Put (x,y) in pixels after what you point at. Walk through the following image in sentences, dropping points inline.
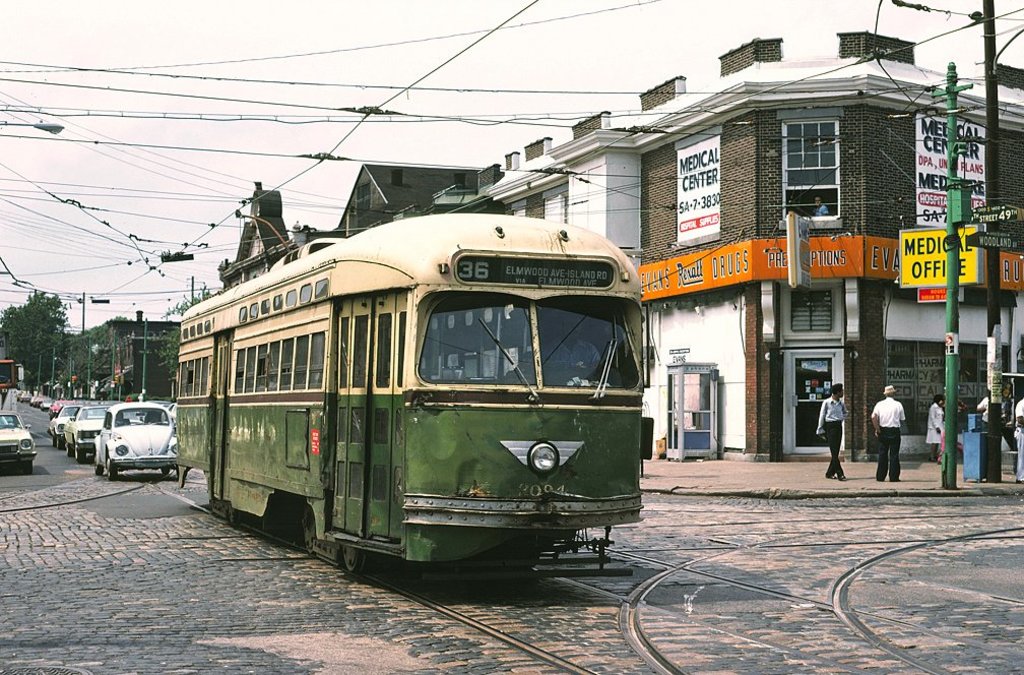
In this image I can see few vehicles (325,339), buildings (627,209), windows (784,173), current poles (999,465), wires (237,120), trees (47,315), stores (865,338), few colorful boards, few objects (979,464) and few people (1019,466) are walking. The sky (4,259) is in white color.
